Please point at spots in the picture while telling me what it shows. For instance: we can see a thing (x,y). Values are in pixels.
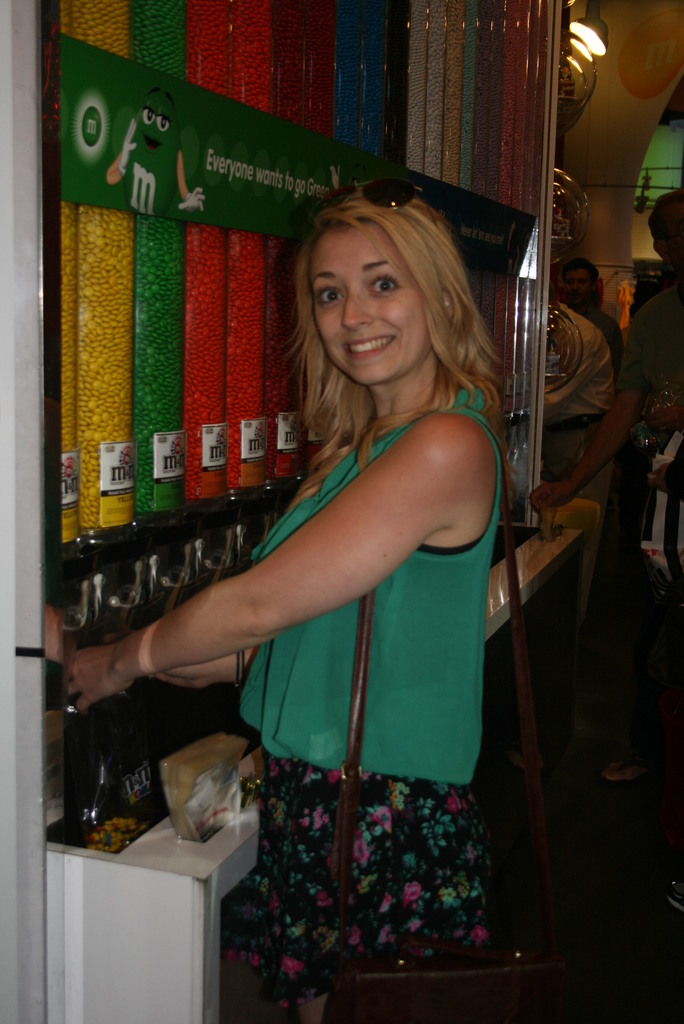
In the image there is a lady (361,231) standing and smiling and there are goggles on her head (436,300). She is holding an object (146,821) in the hand (129,668). Beside her there is a table (154,830) with different colors cylinder shaped tubes (458,113) with few things (292,310) in it. On the right side of the image (661,342) there are few people (639,363) standing and also there are holding glasses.
